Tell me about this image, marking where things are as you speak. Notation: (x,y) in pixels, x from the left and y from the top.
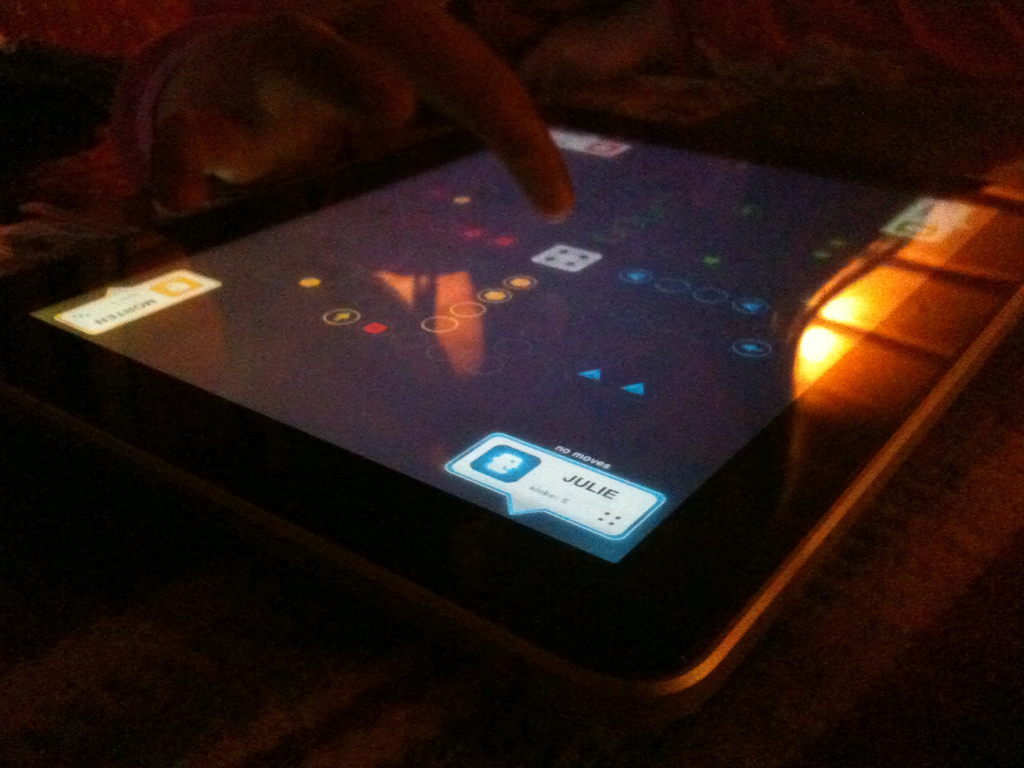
This image consists of a tablet (437,423) in which the human (408,26) is playing a game (653,429). The room (359,643) looks too dark.
